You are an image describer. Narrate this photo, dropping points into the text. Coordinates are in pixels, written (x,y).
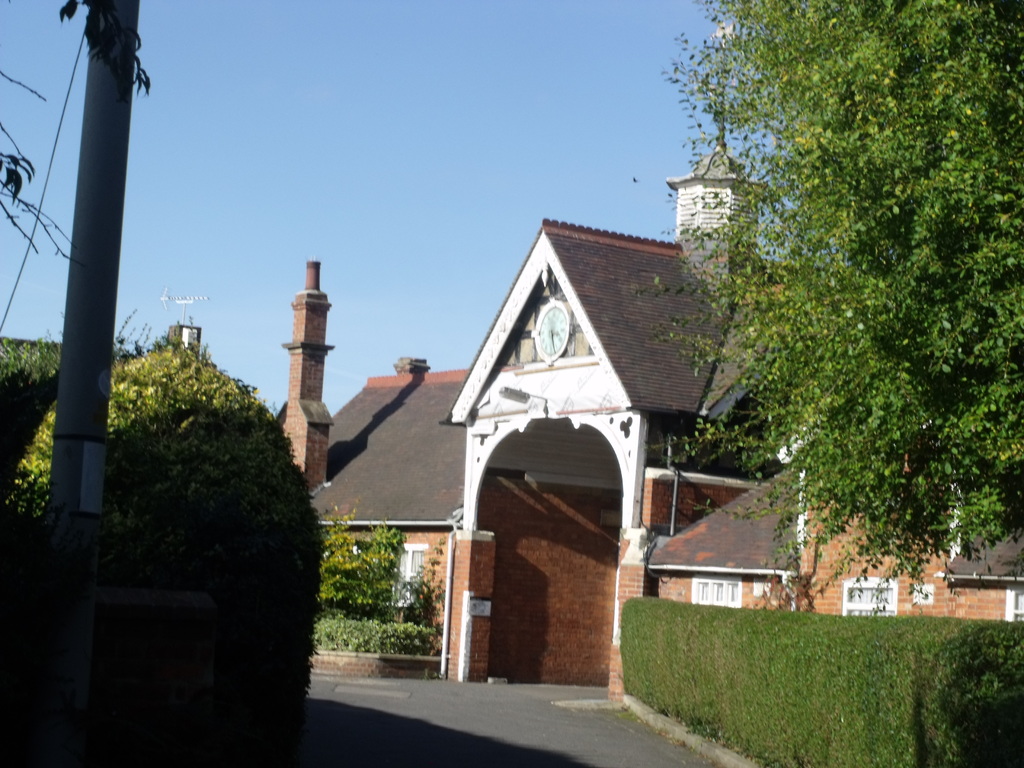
In this image there is a building (572,495), in front of the building (484,629) there are plants (936,661) and trees (917,404), there is a pole (77,692) and a path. In the background (409,156) there is the sky (541,145).
